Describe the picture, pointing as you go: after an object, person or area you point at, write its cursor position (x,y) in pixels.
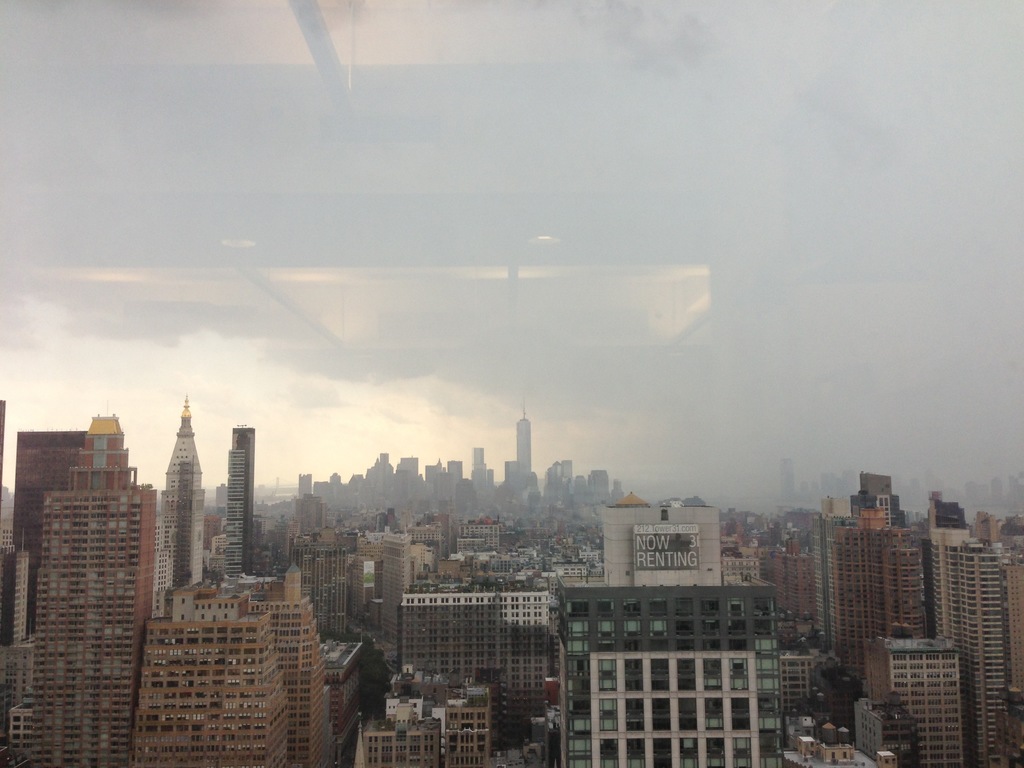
In this picture I can see buildings (561,615) and a board (662,569) with some text (697,563) and I can see fog (352,192) and I can see reflection (425,266) of lights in the glass (586,213) and looks like picture is taken from the glass (149,452).
